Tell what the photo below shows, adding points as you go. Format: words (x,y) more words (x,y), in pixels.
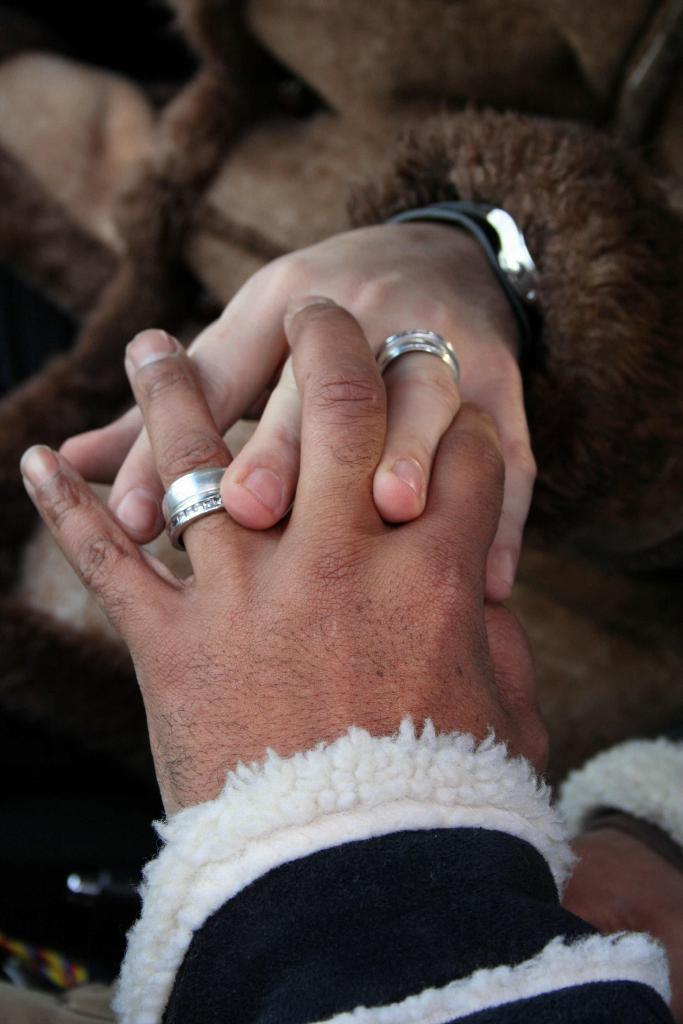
In this image I can see two people hands (247,537) and these people (299,697) are wearing the white, black and brown color dresses (349,754). I can see the silver color rings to the fingers (344,414).
